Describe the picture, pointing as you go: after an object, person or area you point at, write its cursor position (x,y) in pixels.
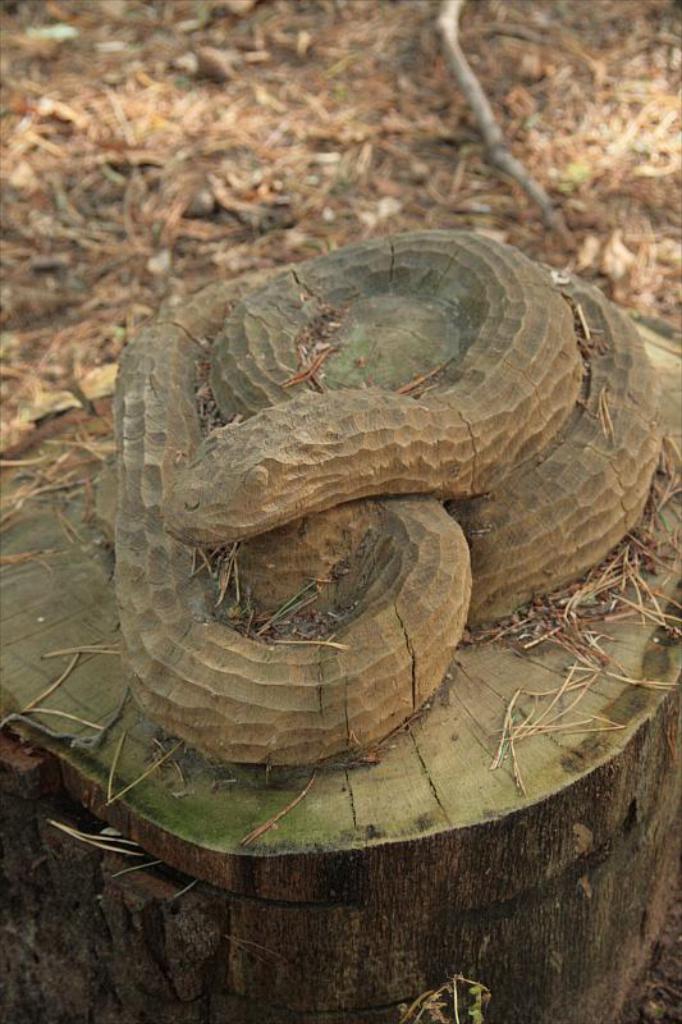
In this image there is a snake sculpture (412,590) on the wooden trunk (430,881). Behind it there's grass (297,129) on the land (260,174).
